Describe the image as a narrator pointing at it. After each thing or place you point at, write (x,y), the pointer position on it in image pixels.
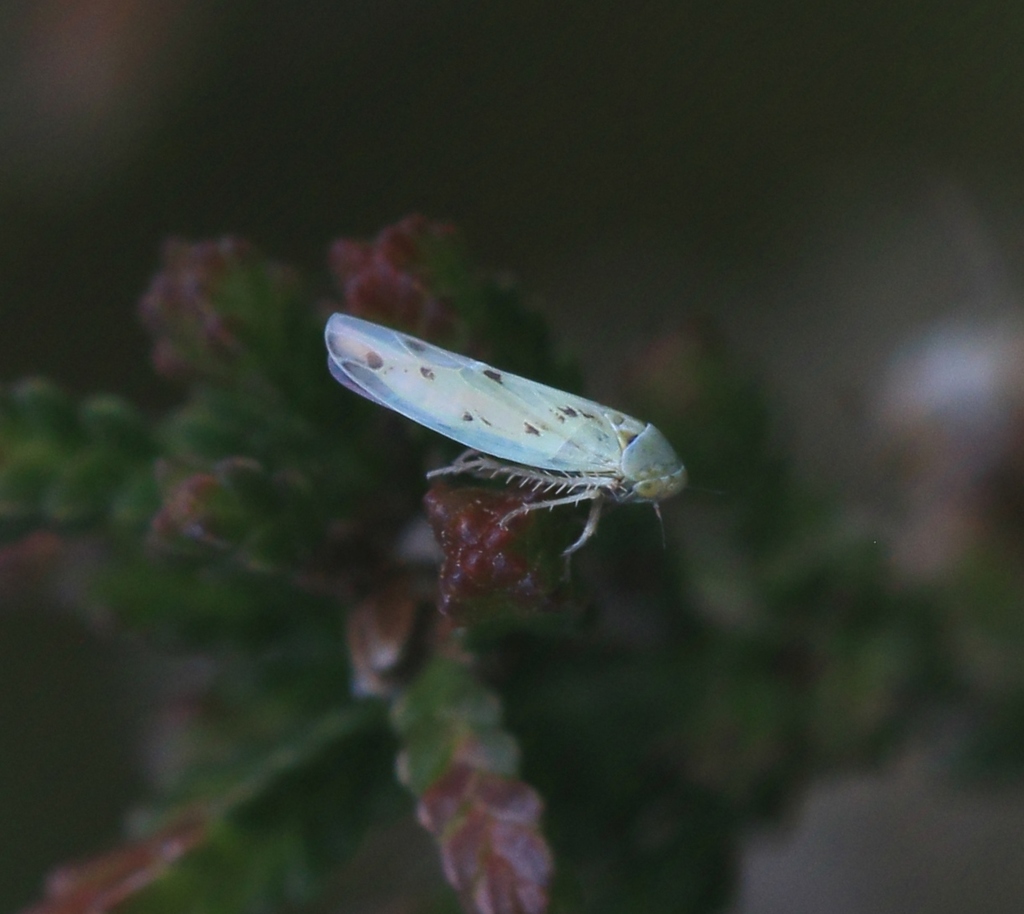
In this image I can see an insect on the plant (492,539) which is in maroon and green color. Background (650,7) is blurred.
